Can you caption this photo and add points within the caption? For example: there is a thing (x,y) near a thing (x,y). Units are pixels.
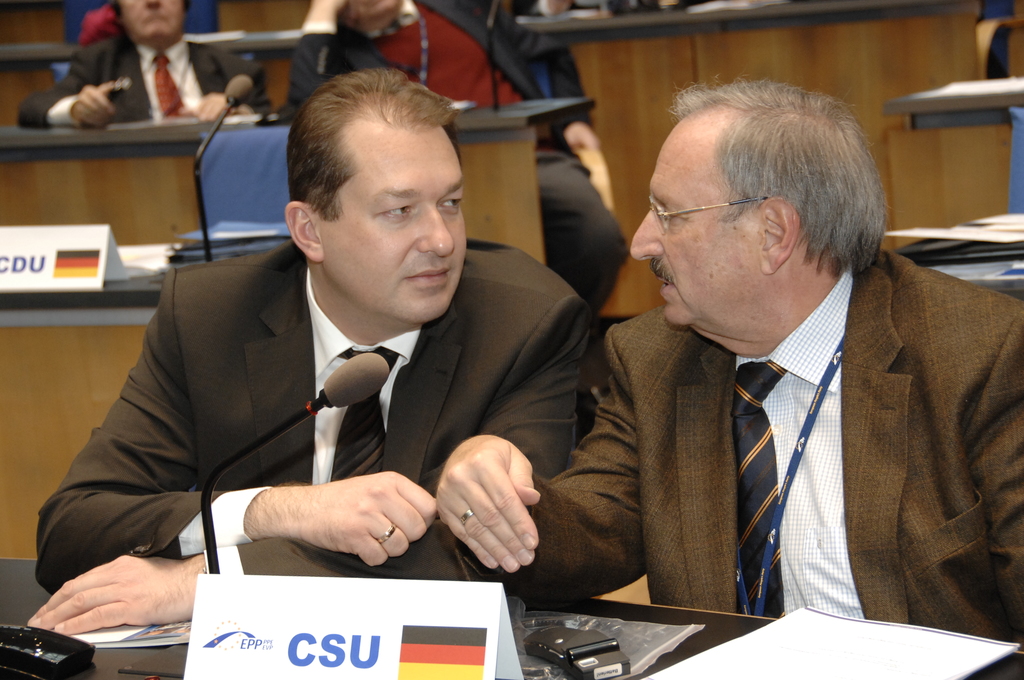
There are two persons (552,429) wearing suits (591,457) and sitting and there is a table (730,637) in front of them, Which has mic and some other objects (559,635) on it and there are few other people (232,77) sitting behind them.
